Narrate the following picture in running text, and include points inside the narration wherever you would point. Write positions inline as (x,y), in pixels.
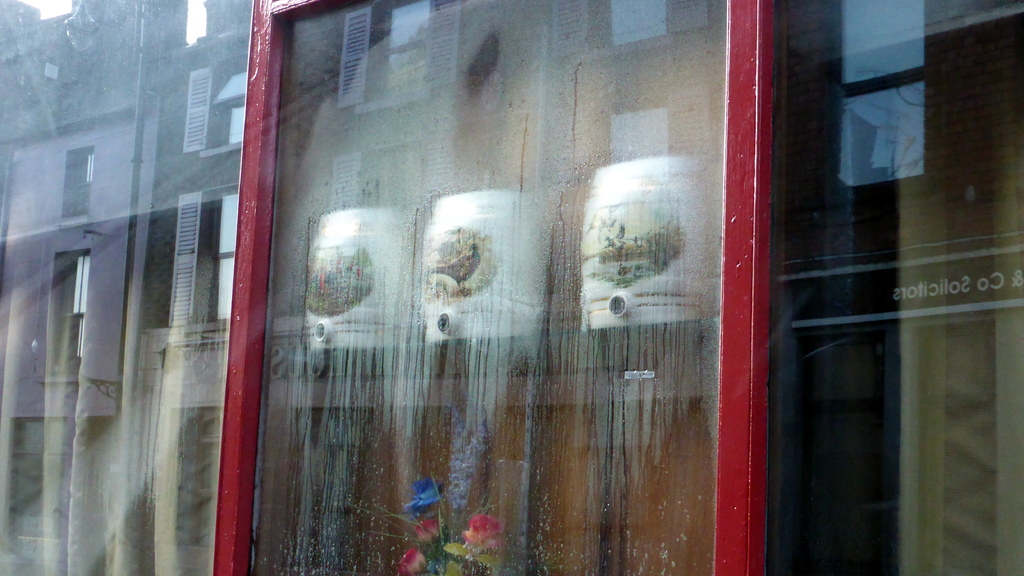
Here I can see a glass (365,474). Behind the glass (505,527) there is a flower plant (455,554) and few white color boxes (488,301). On the left side (110,360), I can see a building (117,224).
